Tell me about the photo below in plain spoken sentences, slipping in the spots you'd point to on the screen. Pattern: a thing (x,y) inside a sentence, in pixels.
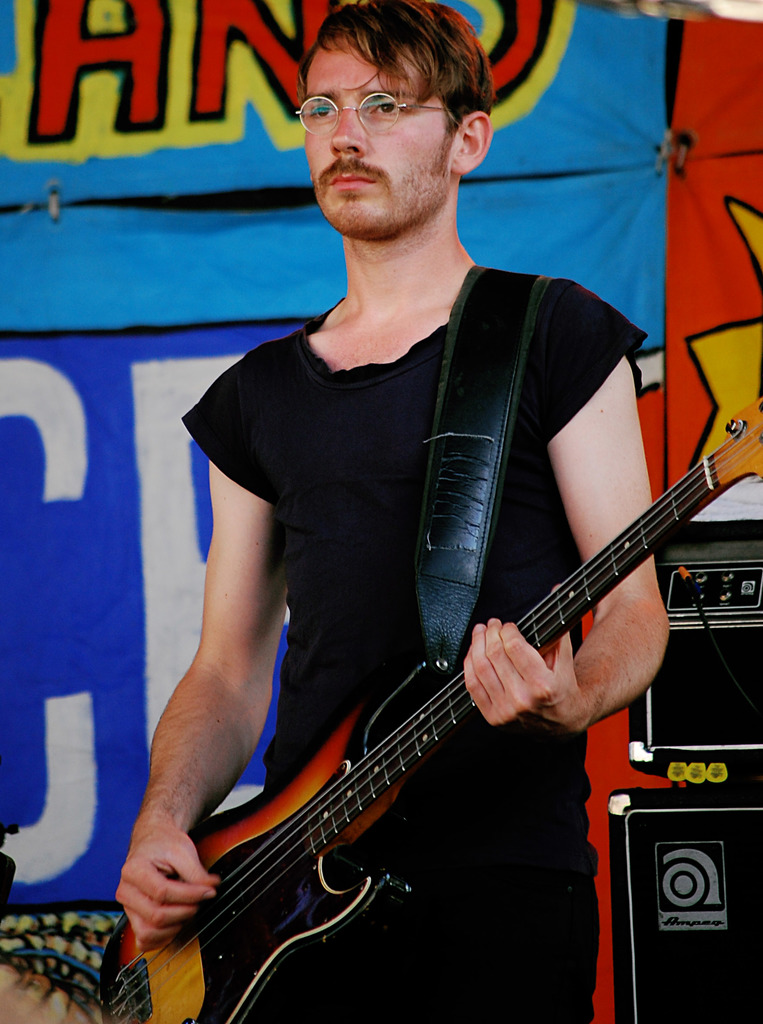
In this image there is man (432,247) wearing black dress (382,396) is playing guitar (452,693). He is wearing glasses (394,112). Beside him there are some musical instruments (709,854). In the background (173,265) there is a banner (158,369).
